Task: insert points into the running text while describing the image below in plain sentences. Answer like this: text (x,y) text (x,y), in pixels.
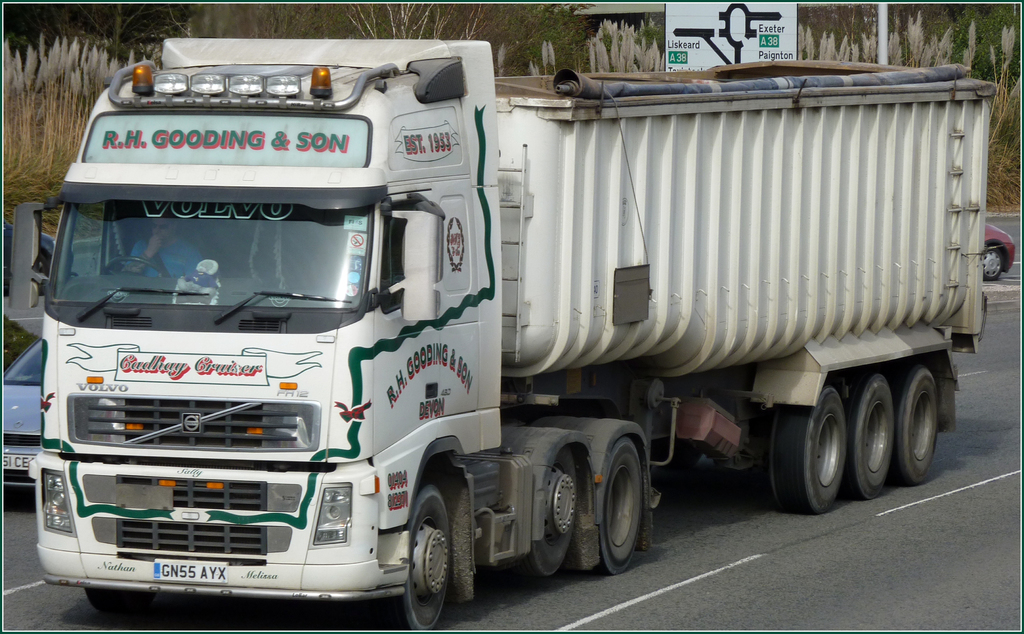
In this image, we can see a person (155,263) riding a truck (325,467) on the road (940,594). In the background (25,148), we can see the plants (1006,203), pole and board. On the right side of the image (967,579), we can see a vehicle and road (11,541). On the left side of the image (14,446), we can see a vehicle (15,398).
